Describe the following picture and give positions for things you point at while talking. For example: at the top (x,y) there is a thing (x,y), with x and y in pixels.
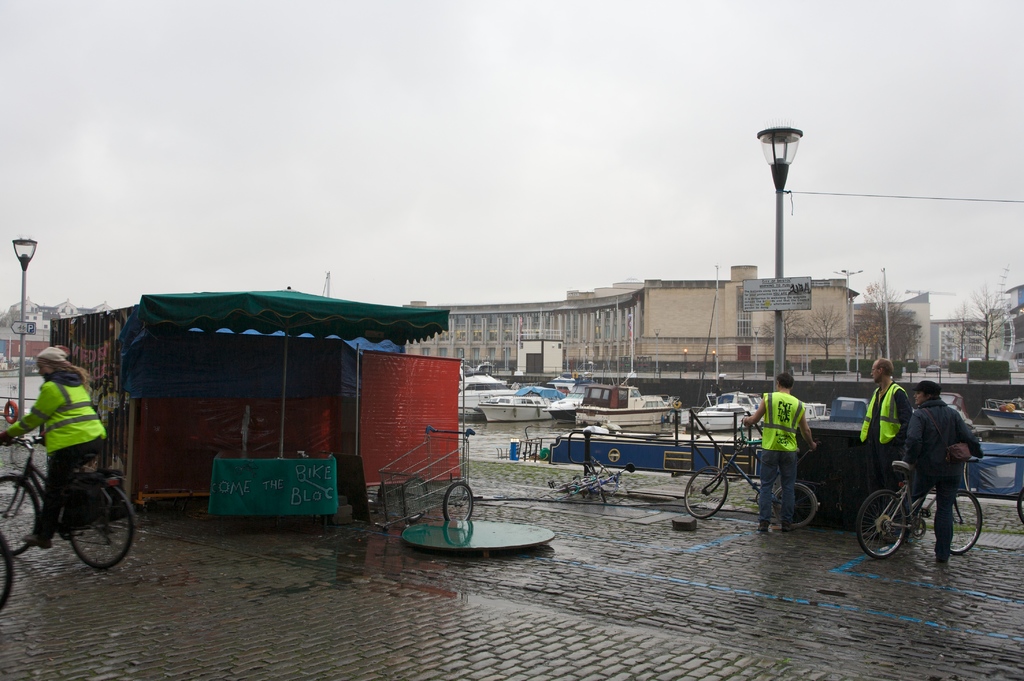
In this image I can see boats (615,429) on the water (685,430). There are four persons (794,479), bicycles (879,518), lights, trees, buildings (562,333) and name boards (297,469). There is a iron shed (322,335), an umbrella (256,323) with pole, a trolley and there are some other objects (404,413). Also in the background (401,91) there is sky (321,195).
